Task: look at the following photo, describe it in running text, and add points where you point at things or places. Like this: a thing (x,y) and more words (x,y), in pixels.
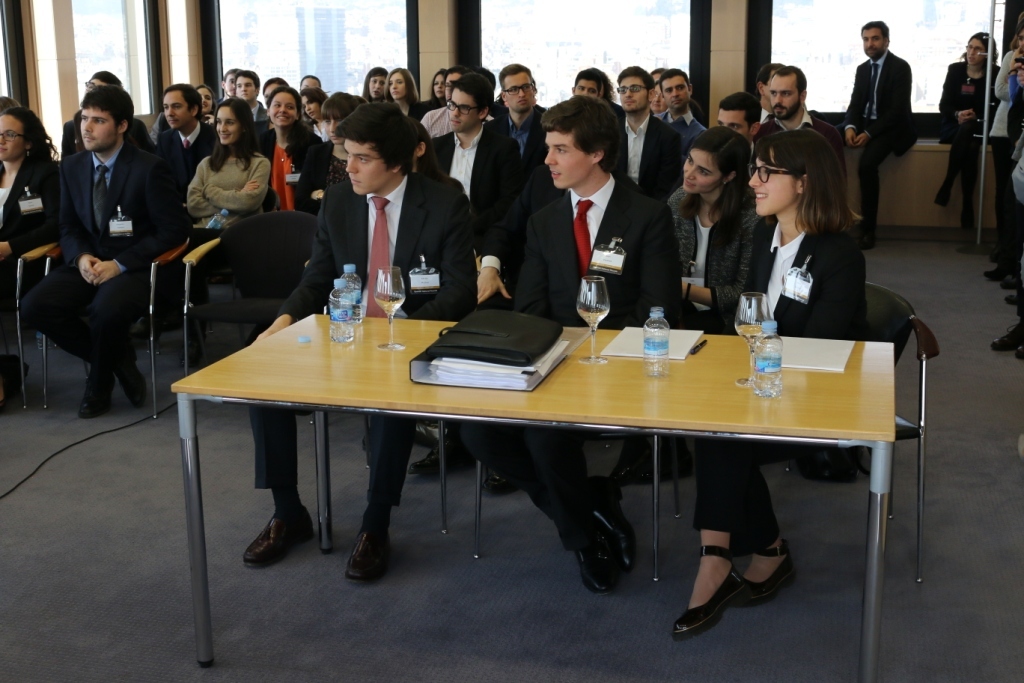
This image is clicked in a classroom (150,415). There are many persons (731,102) in this image, most of them are wearing black suits (123,176). In the front (707,421), there is a table (807,415) which there are glass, bottles (350,327) and books (619,345).
